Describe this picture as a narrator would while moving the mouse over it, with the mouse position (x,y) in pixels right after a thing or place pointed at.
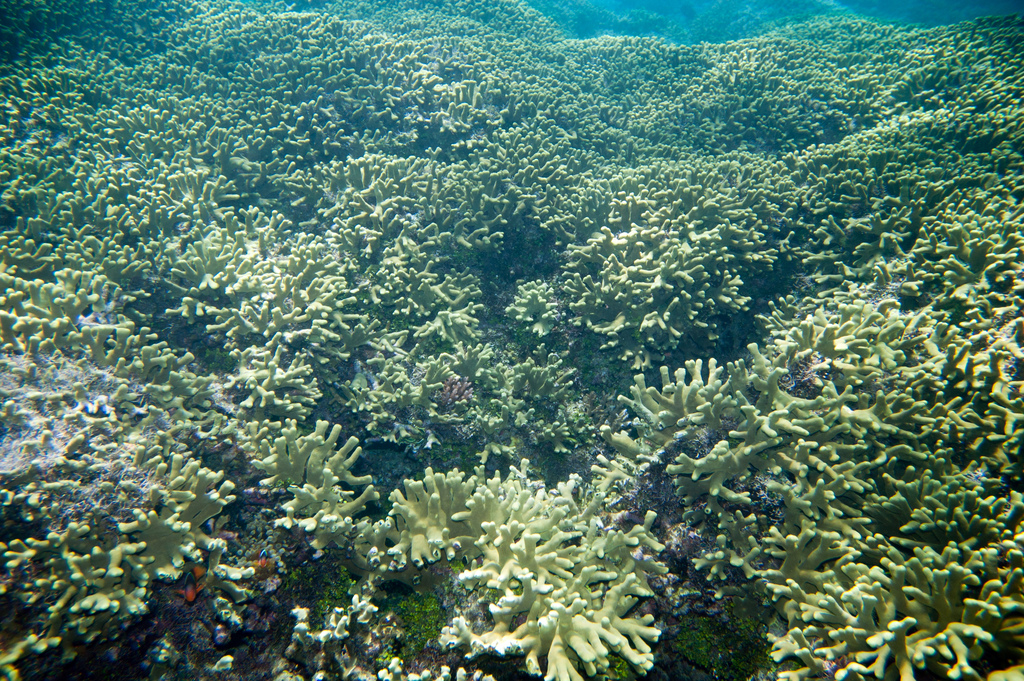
In this image I can see few aquatic plants (250,314) and the plants (559,162) are in green color.
